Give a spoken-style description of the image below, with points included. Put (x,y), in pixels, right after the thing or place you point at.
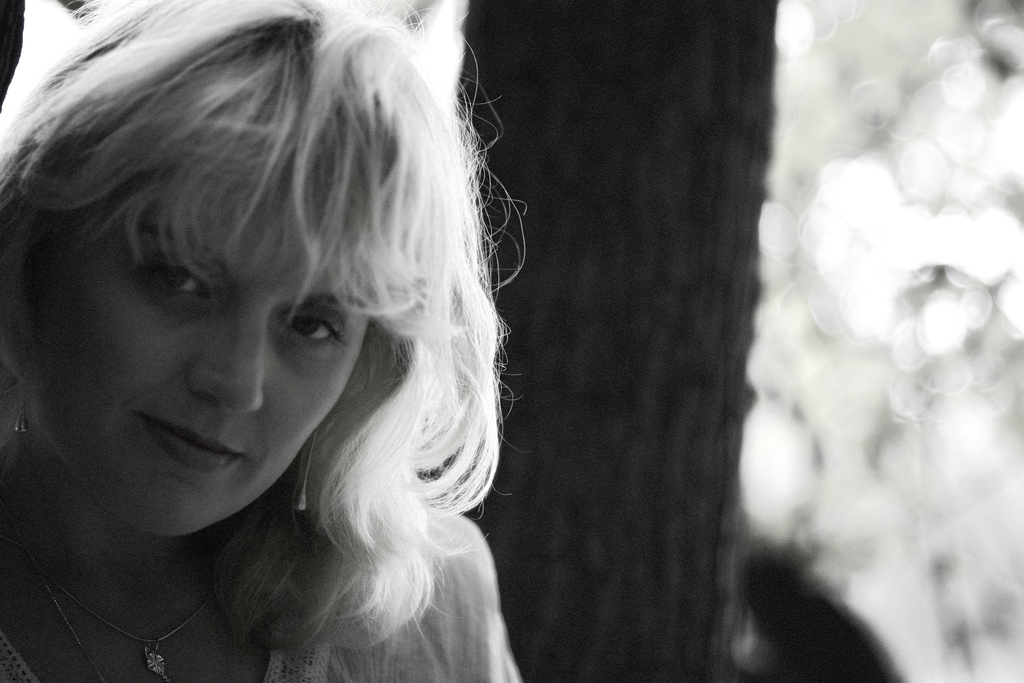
In this image there is a woman (266,398) with a smile on her face (304,294), this is a black and white image.
